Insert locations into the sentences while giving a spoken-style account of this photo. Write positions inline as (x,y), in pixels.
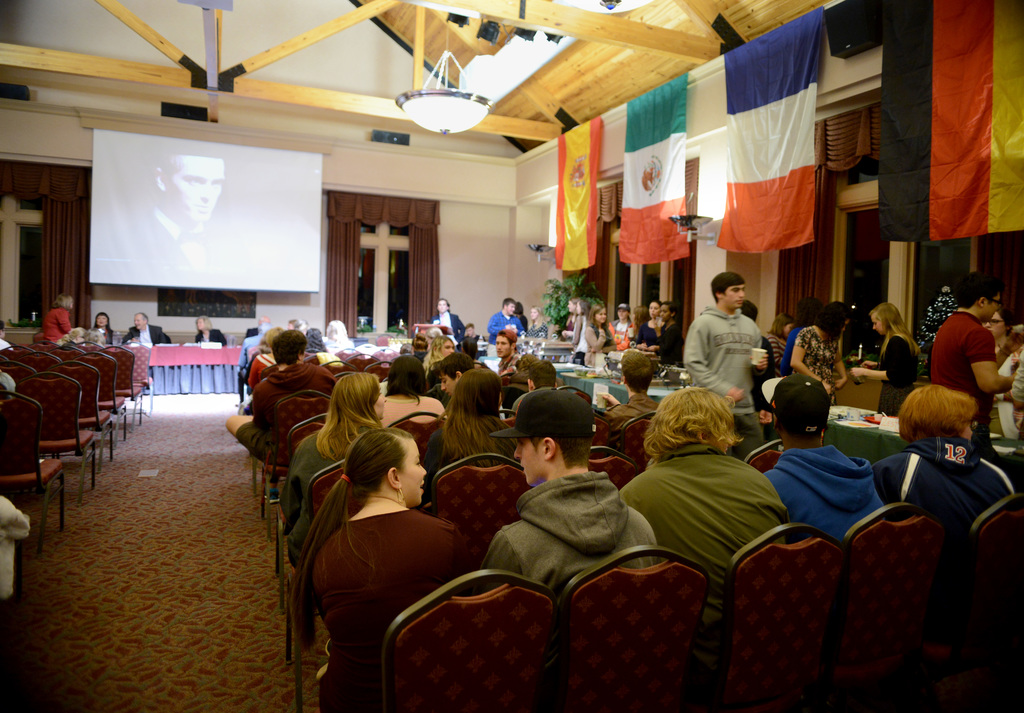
In this image there are people (689,509) sitting on the chairs (18,425). At the bottom of the image (205,546) there is a mat (201,599) on the floor (201,592). On the right side of the image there is a table (575,379). On top of it there are a few objects (588,370). Beside the table (602,376) there are people (773,340). There are flags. There are glass windows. There are curtains (815,245). In the center of the image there is a screen (148,171). There are people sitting on the chairs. In front of them there is a table (161,385). On top of it there are a few objects (210,342). In the background of the image (421,130) there is a wall (466,251). On top of the image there is a light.
